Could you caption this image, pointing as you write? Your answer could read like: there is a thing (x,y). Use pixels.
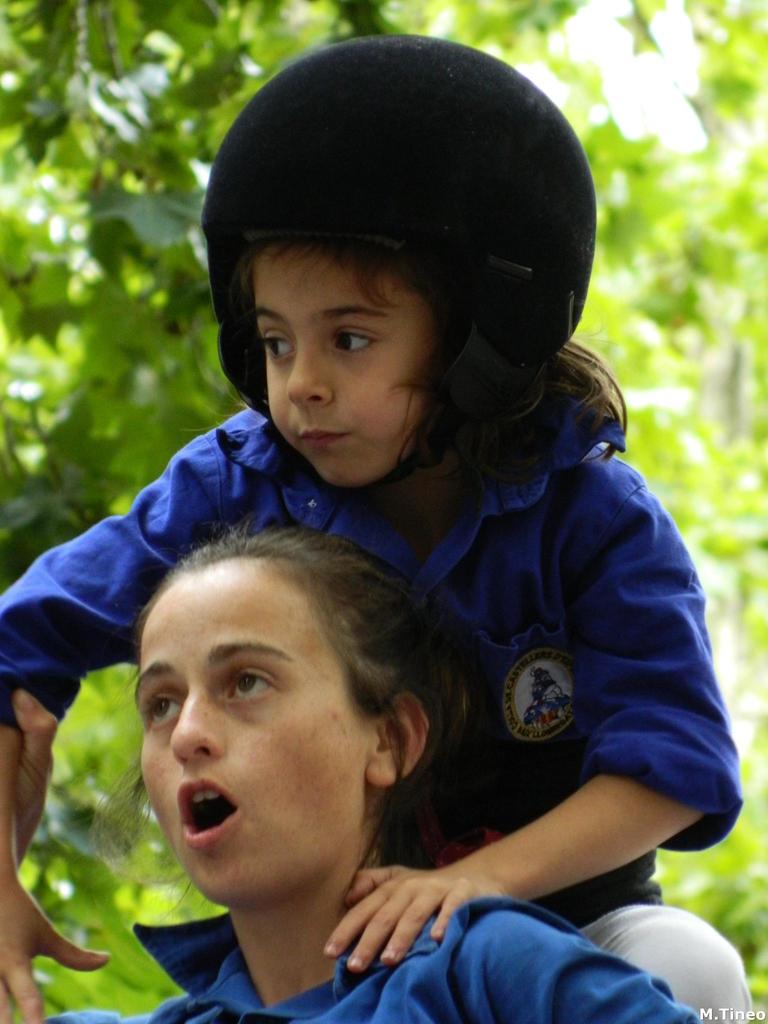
In this image we can see people (465,836) wearing blue dresses (508,610). In the background (593,282) there are trees (69,265).
